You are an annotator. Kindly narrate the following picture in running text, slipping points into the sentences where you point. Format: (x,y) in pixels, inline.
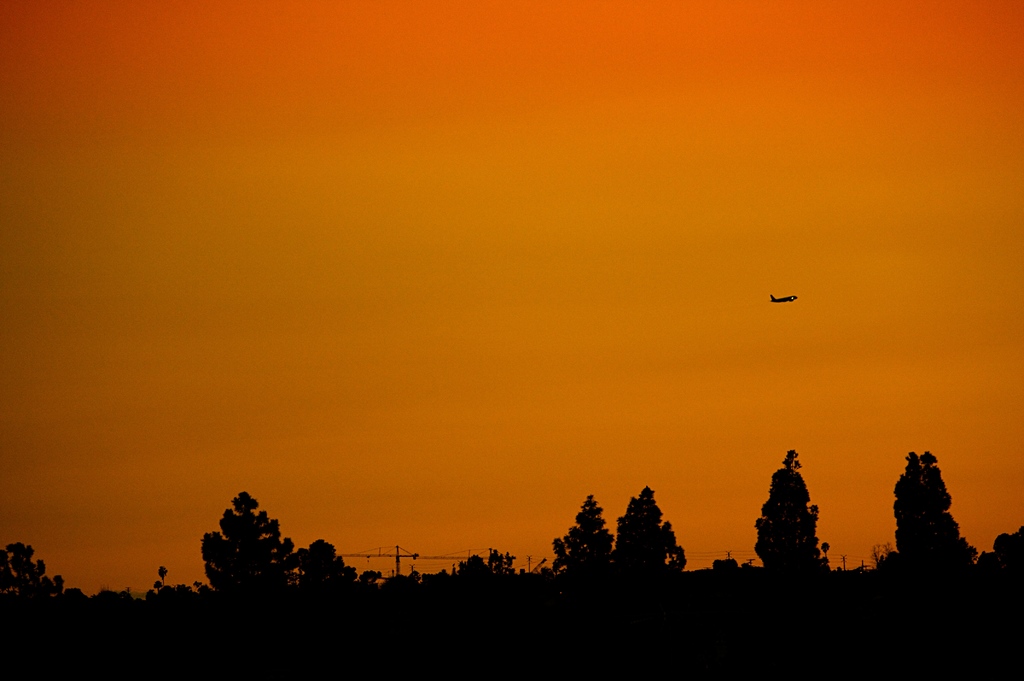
At the bottom of the image (602,592) there are trees (719,567). There is a aeroplane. In the background of the image (695,301) there is a sky (499,189).
